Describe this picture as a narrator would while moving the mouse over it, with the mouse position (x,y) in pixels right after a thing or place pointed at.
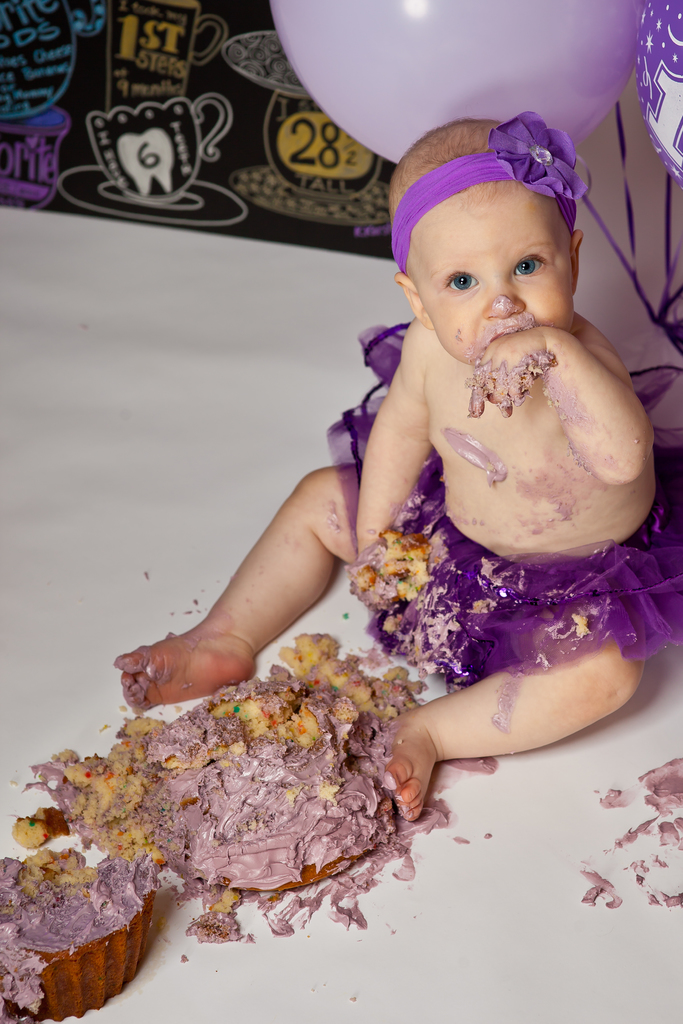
On the right side (471,199), there is a baby (467,199) holding a cake piece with one hand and sitting on the white color surface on which, there are two cakes (327,789). In the background (458,108), there are two balloons (523,66) and there is a banner (84,140).
